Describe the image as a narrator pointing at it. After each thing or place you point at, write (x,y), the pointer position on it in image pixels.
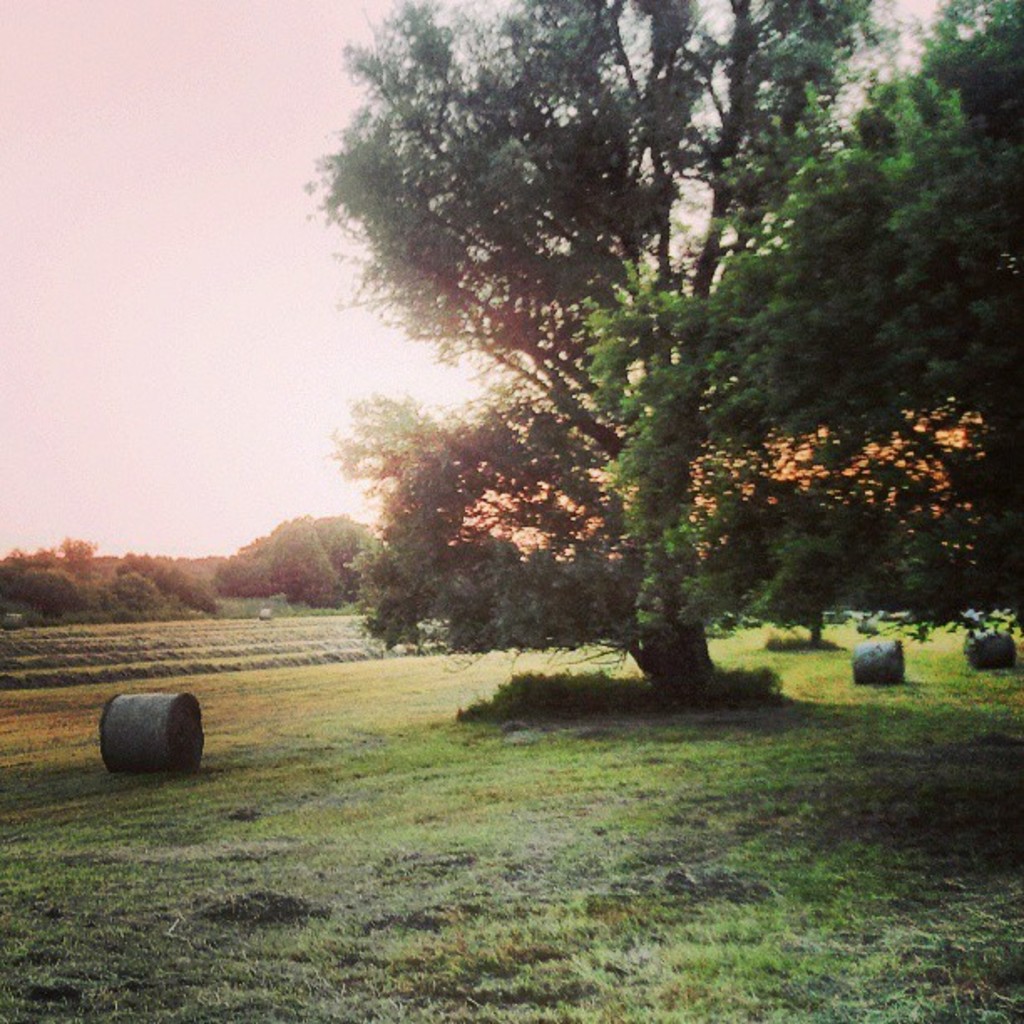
In this image I can see some rolls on the grass (429,815). To the side I can see the trees (637,444) and the plants (166,586). In the background (303,381) I can see the sky (228,351).
